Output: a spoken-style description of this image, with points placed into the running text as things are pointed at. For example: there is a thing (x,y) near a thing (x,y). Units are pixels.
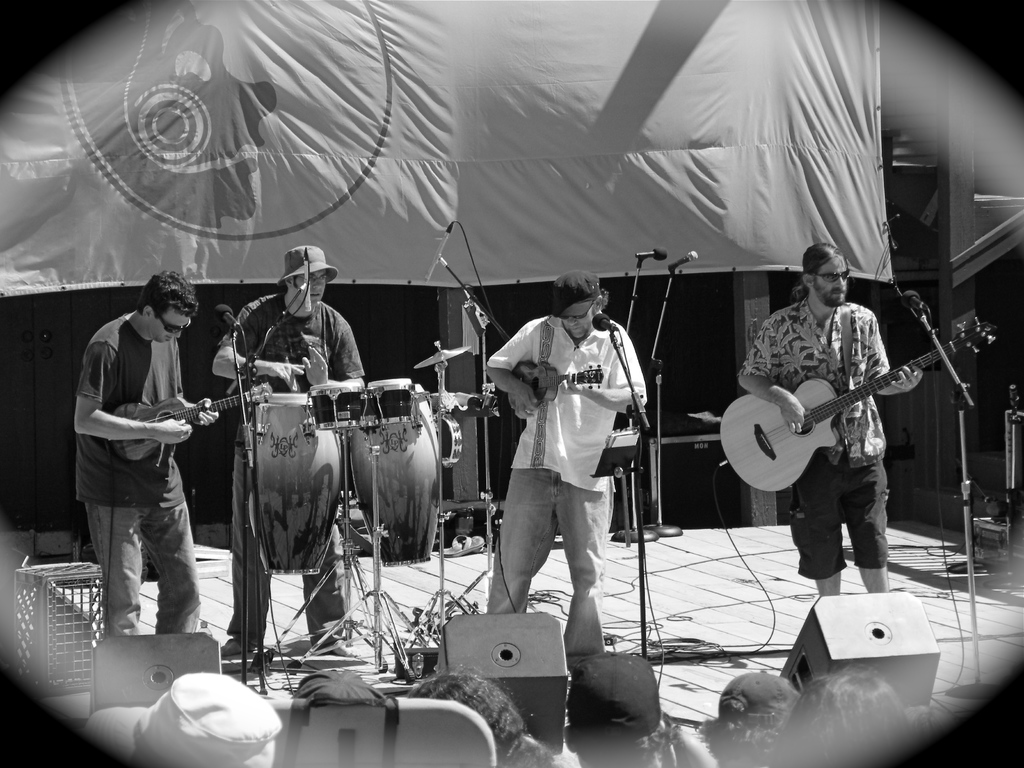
In this image we can see this persons (574,409) are playing guitar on the stage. This person (295,381) is playing drums (296,442). In the background (383,227) we can see a banner (372,156).
